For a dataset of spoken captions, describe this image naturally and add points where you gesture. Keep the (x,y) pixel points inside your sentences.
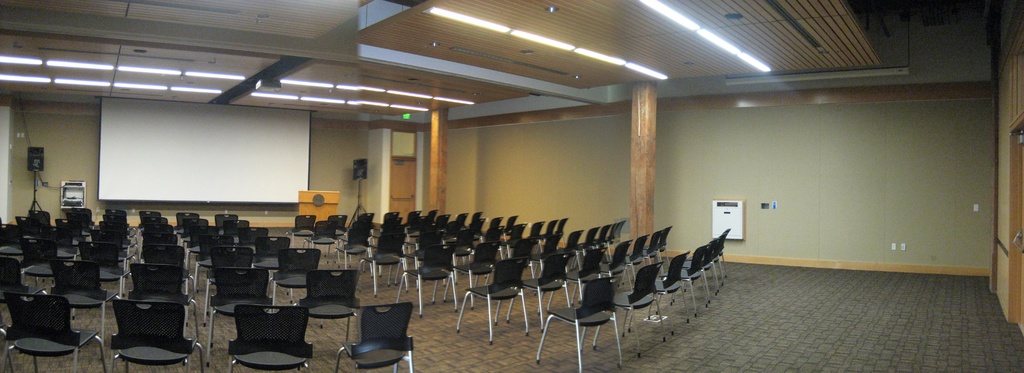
This picture was taken inside an auditorium (652,196). These are the chairs (312,224). I can see a podium (329,209). This looks like a screen (194,199). I can see the speakers (359,168) with the stands (36,185). These are the tube lights (528,37), which are attached to the ceiling (448,31). I can see the pillars (642,192). Here is a door (407,199). This looks like an object (729,220), which is attached to the wall (831,201).
